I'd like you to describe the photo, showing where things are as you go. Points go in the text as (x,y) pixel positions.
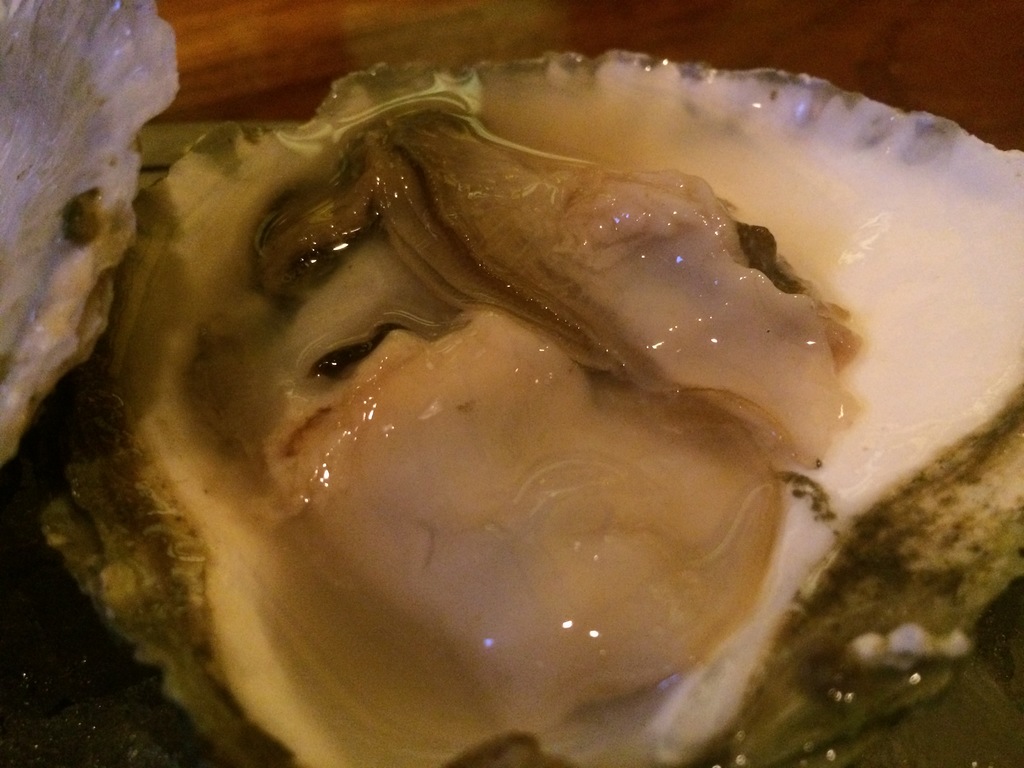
Here we can see seashells (596,745) and a oyster (737,418).
